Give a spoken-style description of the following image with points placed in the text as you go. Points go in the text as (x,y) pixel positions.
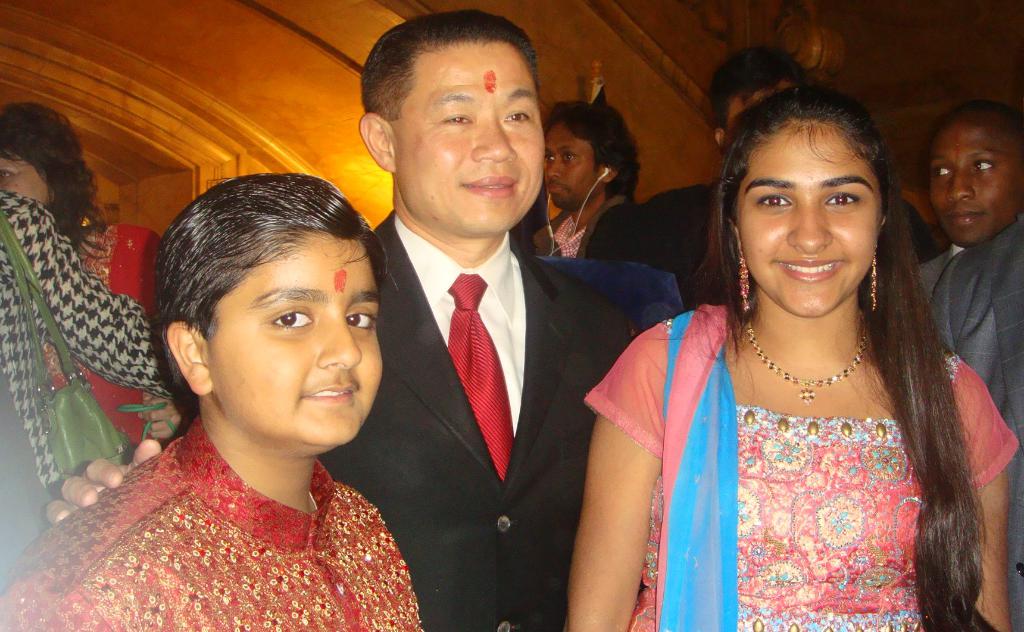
In this picture we can observe three members (406,365). There is a boy (279,417), man (447,415) and a girl (852,388). All of them are smiling. In the background (580,158) there are some people (589,167) standing. There are men (524,203) and women (882,218) in this picture.
